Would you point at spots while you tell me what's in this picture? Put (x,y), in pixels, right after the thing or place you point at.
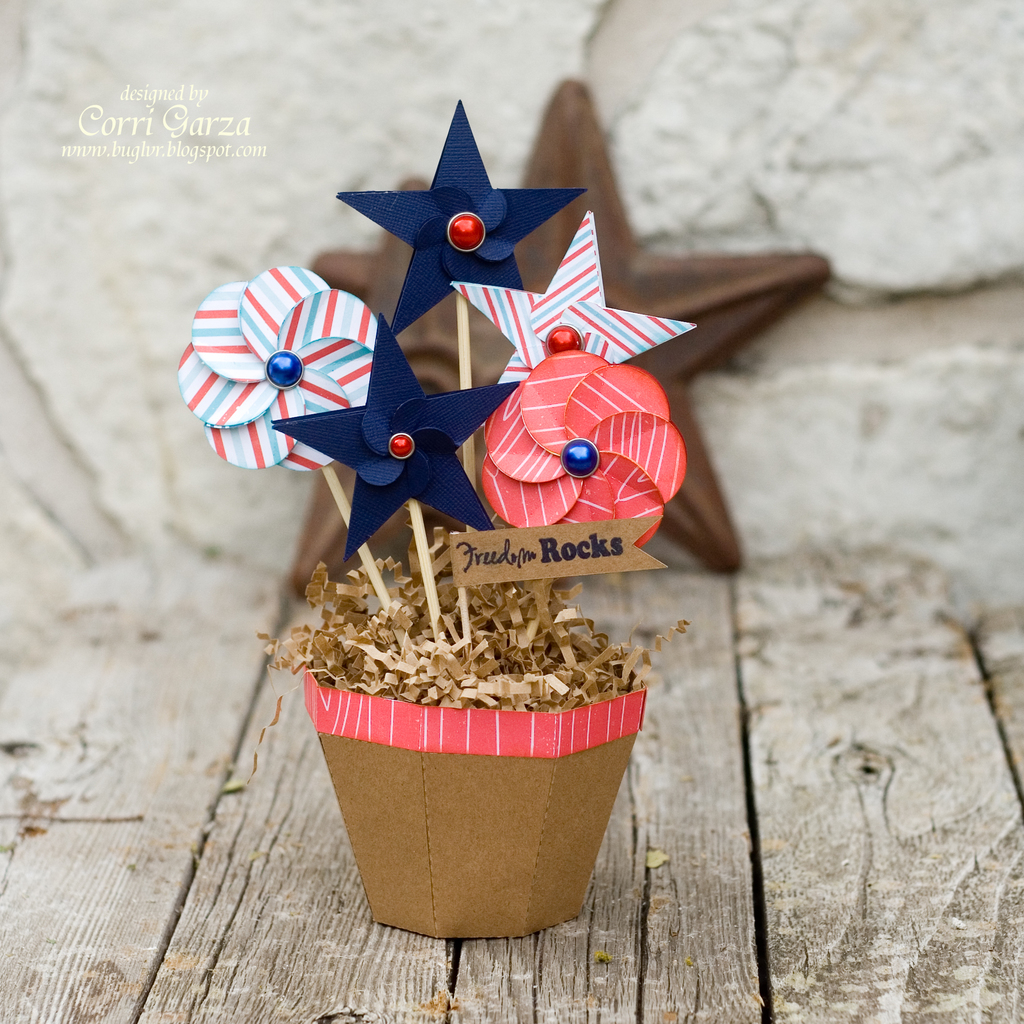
In the picture I can see paper craft (493,702) which is of flower pot (488,720) and there are some flowers (385,454) which is on wooden surface (418,984).
